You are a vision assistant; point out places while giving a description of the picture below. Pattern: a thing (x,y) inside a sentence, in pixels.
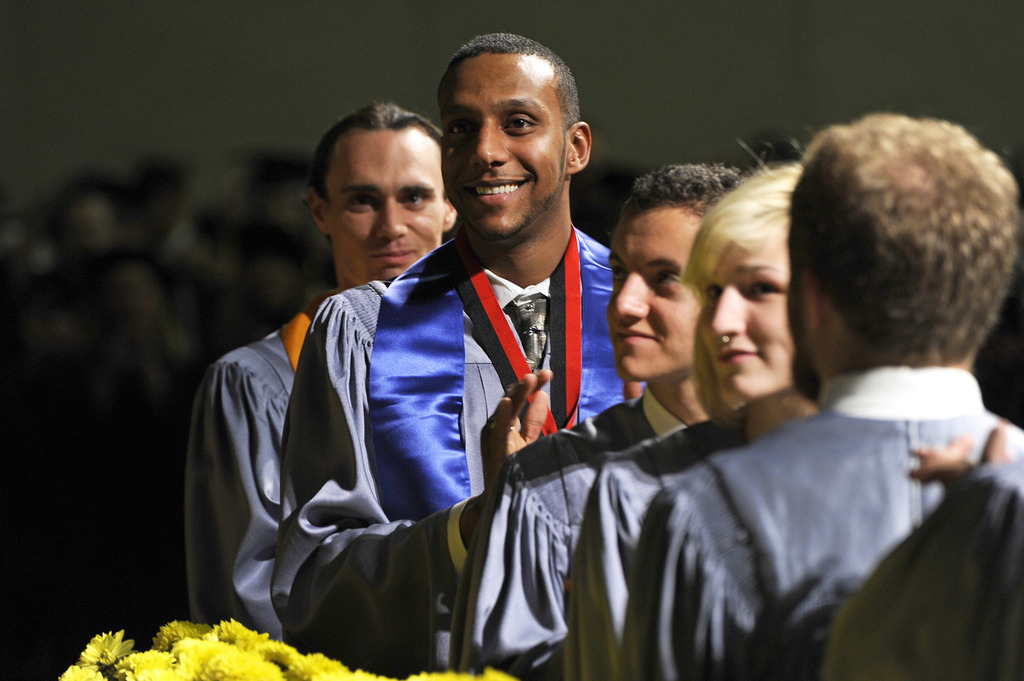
In this picture, we see five people (694,457) are standing. All of them are smiling. At the bottom (198,623), we see the yellow flowers (205,660). On the left side (170,379), we see the people (192,243) are standing. In the background (188,94), we see a wall (331,80). This picture is blurred in the background (170,356).
